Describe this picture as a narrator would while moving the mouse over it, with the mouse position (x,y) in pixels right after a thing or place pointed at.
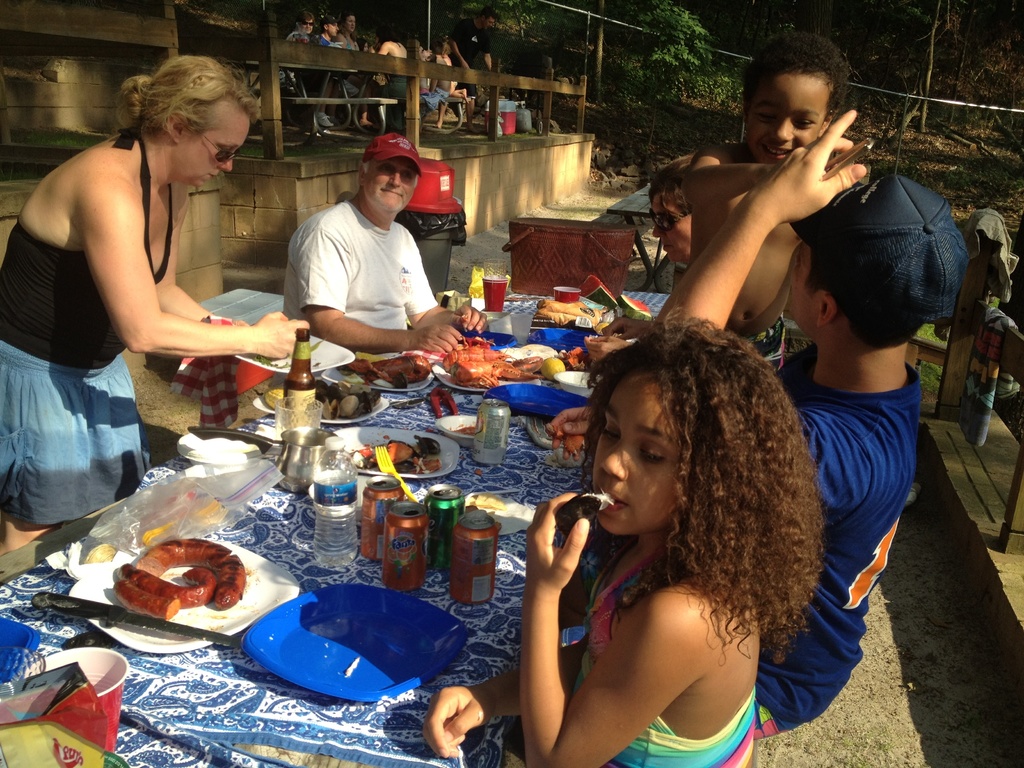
There are some people (393,341) sitting and some of them are standing around the table (151,755). On the table (198,580), there are some food items (164,591) in the plate (253,600). There are some water bottles (331,556), tins (393,554) and a drink bottles (306,380) here. There are men (416,347), women (88,217) and children (785,268) in this group (768,247). In the background (512,81) there is a wooden railing (385,66) and some of them are sitting here. We can observe some trees (649,63).
